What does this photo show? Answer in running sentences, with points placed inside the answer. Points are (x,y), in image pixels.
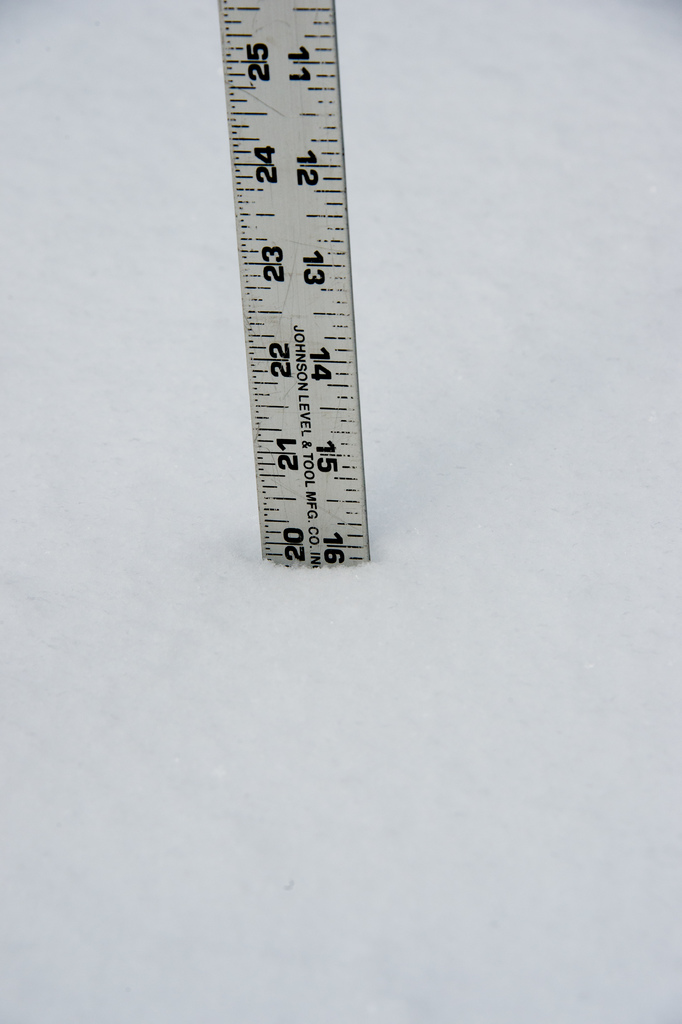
In the image there is a scale (298,371) and around the scale (253,333) there is ice (349,646).
